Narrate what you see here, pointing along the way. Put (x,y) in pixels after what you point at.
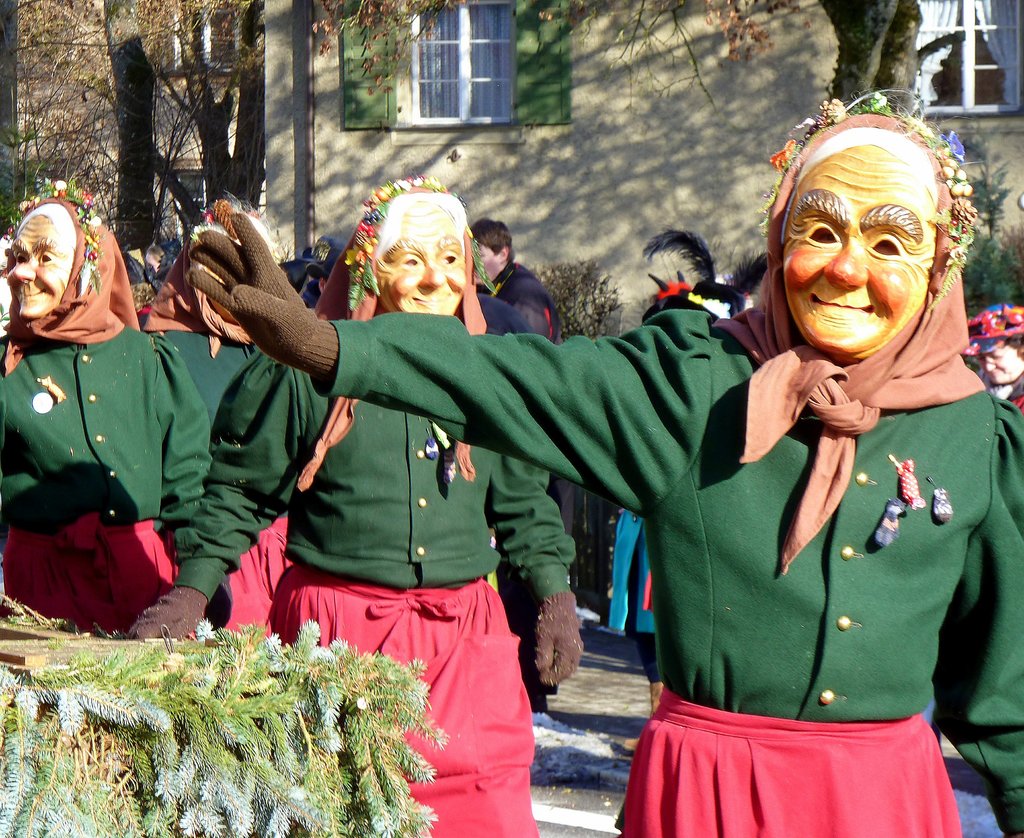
In the foreground of the picture (381,469) there are people (329,485) wearing green dresses (326,470) and masks (887,307). On the left (240,739) there are plants (251,688). In the background (339,217) there are people (327,237), plants (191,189), trees (152,169), windows (489,120) and building (729,119).
